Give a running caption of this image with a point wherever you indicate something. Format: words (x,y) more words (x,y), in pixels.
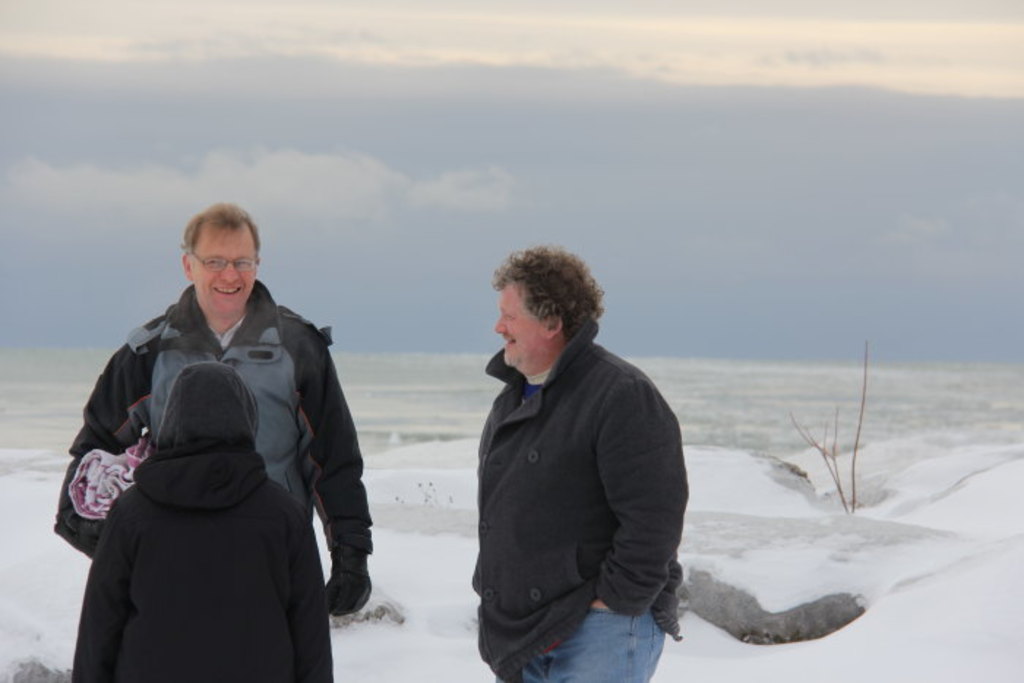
In this image we can see a group of persons (662,536) are standing, and smiling, he is wearing the jacket (619,543), here is the ice (817,532), at above here is the sky (376,119).
